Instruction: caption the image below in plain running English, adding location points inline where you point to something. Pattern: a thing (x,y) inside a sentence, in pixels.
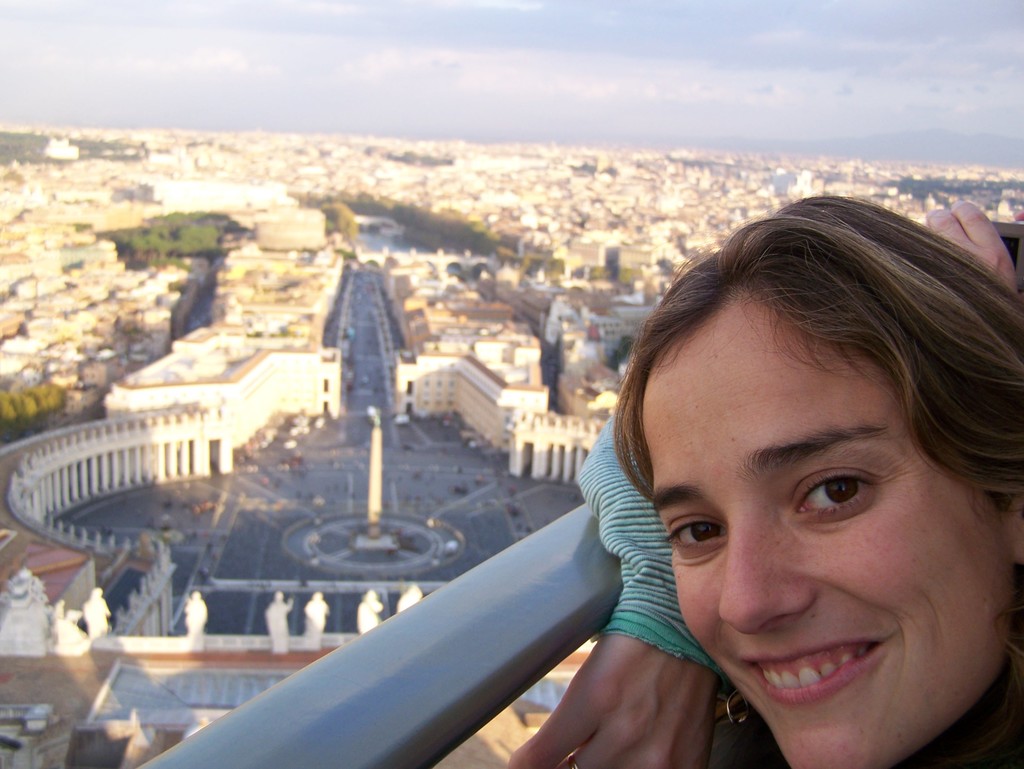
In this picture I can see few buildings (134,173) and I can see trees (204,239) and I can see a woman (725,429) on the right side (683,311) with a smile (832,659) on her face (867,664) and looks like a memorial (377,535) in the middle of the picture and I can see few statues (371,620) and I can see a cloudy sky (556,84).
